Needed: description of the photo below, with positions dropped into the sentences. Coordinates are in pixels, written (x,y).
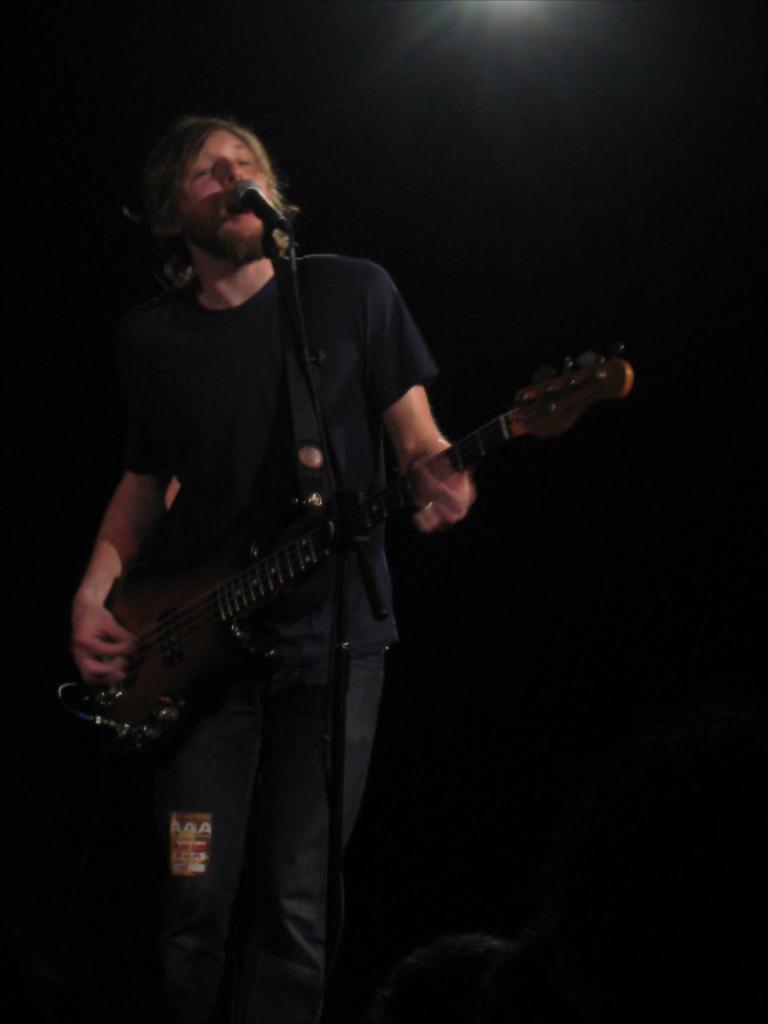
In the image we can see there is a person (299,836) who is standing and holding guitar (556,417) in his hand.
